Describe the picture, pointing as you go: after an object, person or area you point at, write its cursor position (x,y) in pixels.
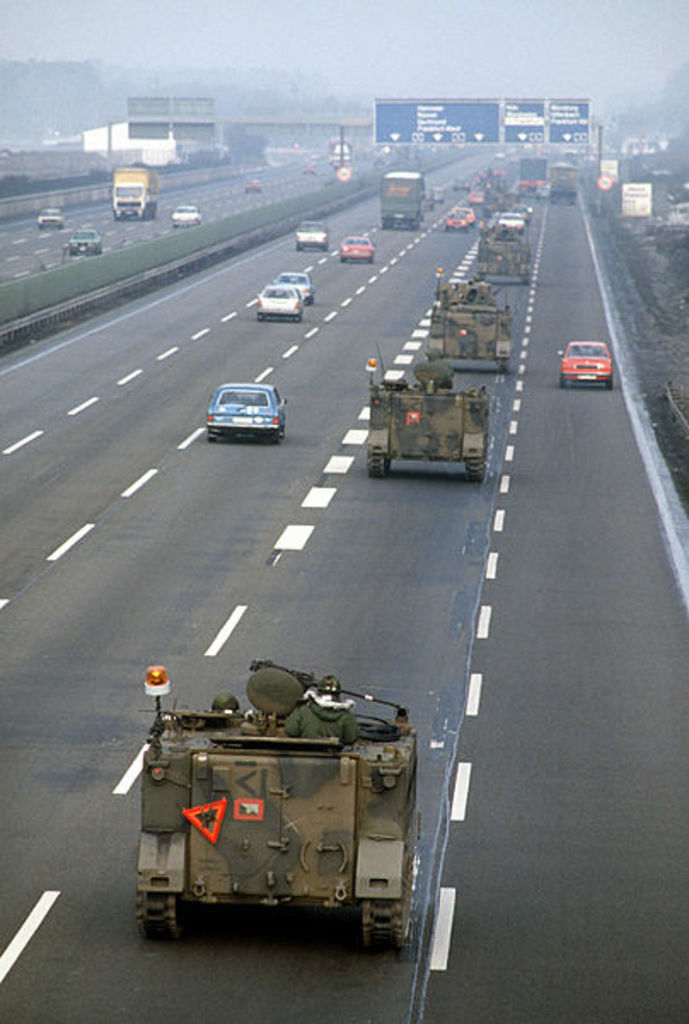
In this image I see the road (449,194) on which there are white lines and I see there are many vehicles (300,310) and I see the tankers (369,460) and I see the boards (478,118) over here on which there are words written and I see the fog (260,121) in the background (492,19).
